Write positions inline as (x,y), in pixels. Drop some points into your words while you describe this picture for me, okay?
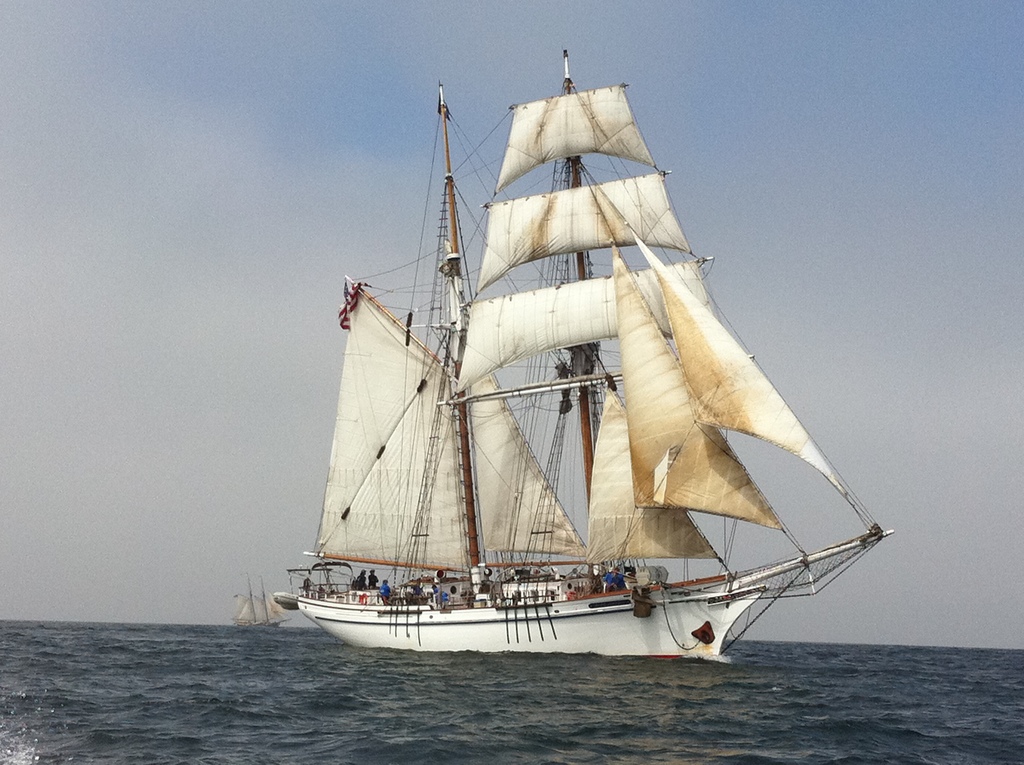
In this picture we can see few ships (260,611) on the water (391,654), and we can find few people (607,586) in the ship (596,585).
